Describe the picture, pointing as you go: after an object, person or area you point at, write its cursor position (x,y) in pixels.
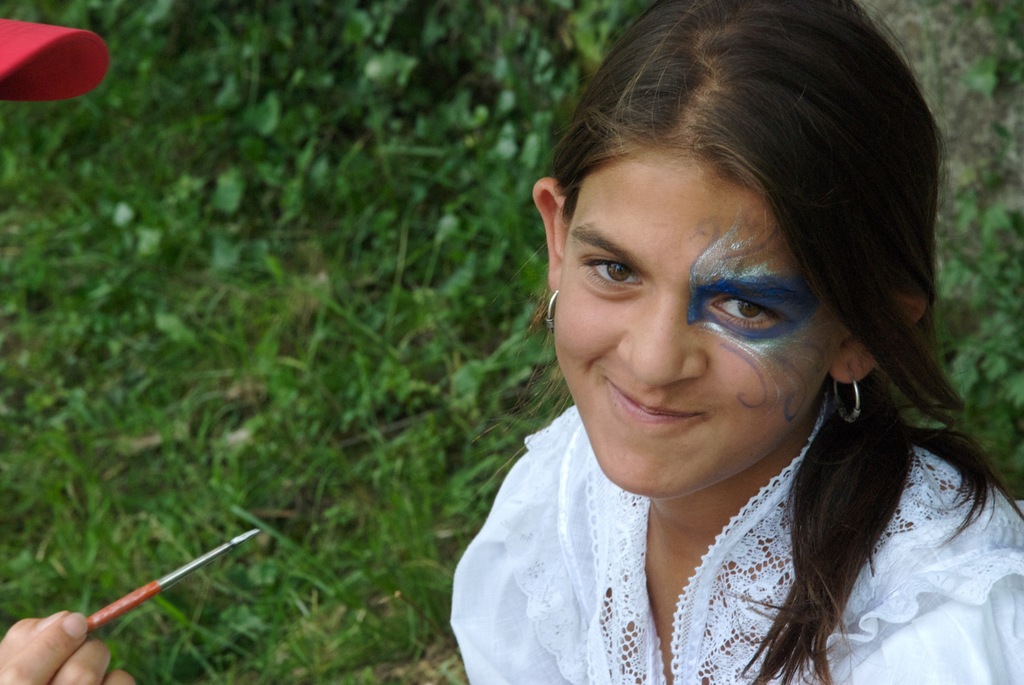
In the center of the image (660,250) we can see one person (573,624) sitting and a person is holding one paint brush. And we can see she is smiling and she is in white color top (560,623). And we can see some paint (772,337) around her left eye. On the top left side of the image (23,82), we can see one red color object (4,85). In the background (224,153) we can see the grass (309,241).
